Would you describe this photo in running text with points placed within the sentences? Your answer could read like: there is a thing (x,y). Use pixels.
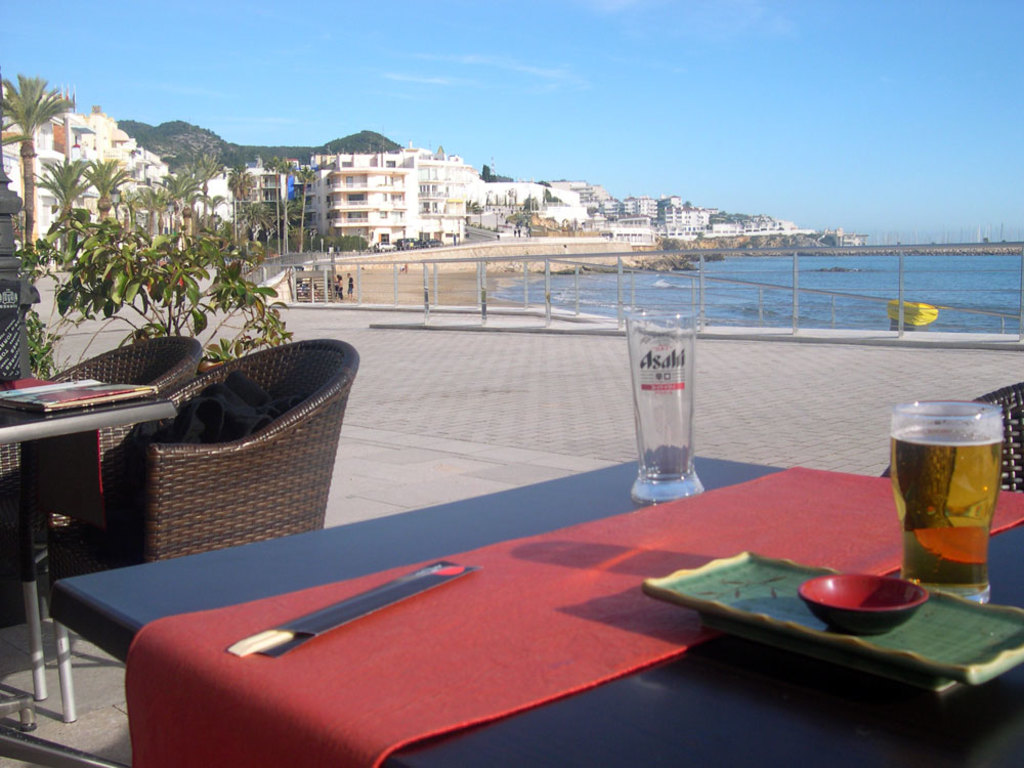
There are tables (270,621) and chairs (172,545). On the table (451,640) there are glasses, tray (763,630) with a bowl (874,591). In the background (181,203) there are buildings (327,212), trees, sky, water (910,269) and railings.
